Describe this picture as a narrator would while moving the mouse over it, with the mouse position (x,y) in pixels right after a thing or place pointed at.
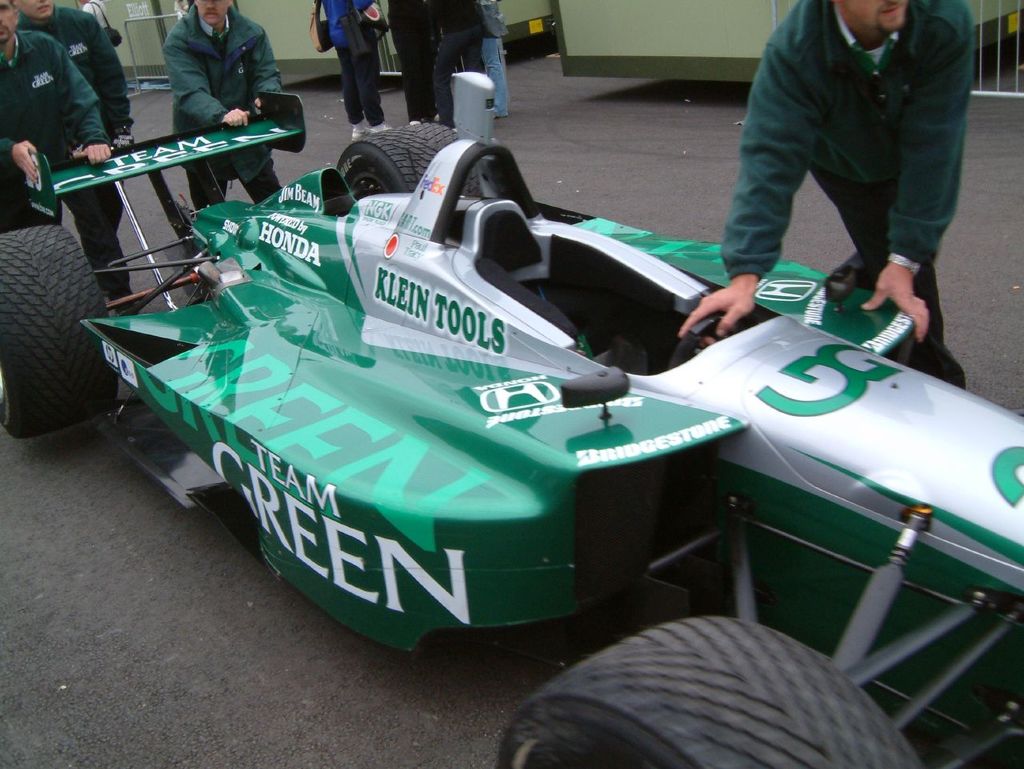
There is a sports car (592,494) in the center of the image (570,313) and there are people (93,72) around it. There are people (493,59), barricade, it seems like containers (600,28) in the background area (162,11).
